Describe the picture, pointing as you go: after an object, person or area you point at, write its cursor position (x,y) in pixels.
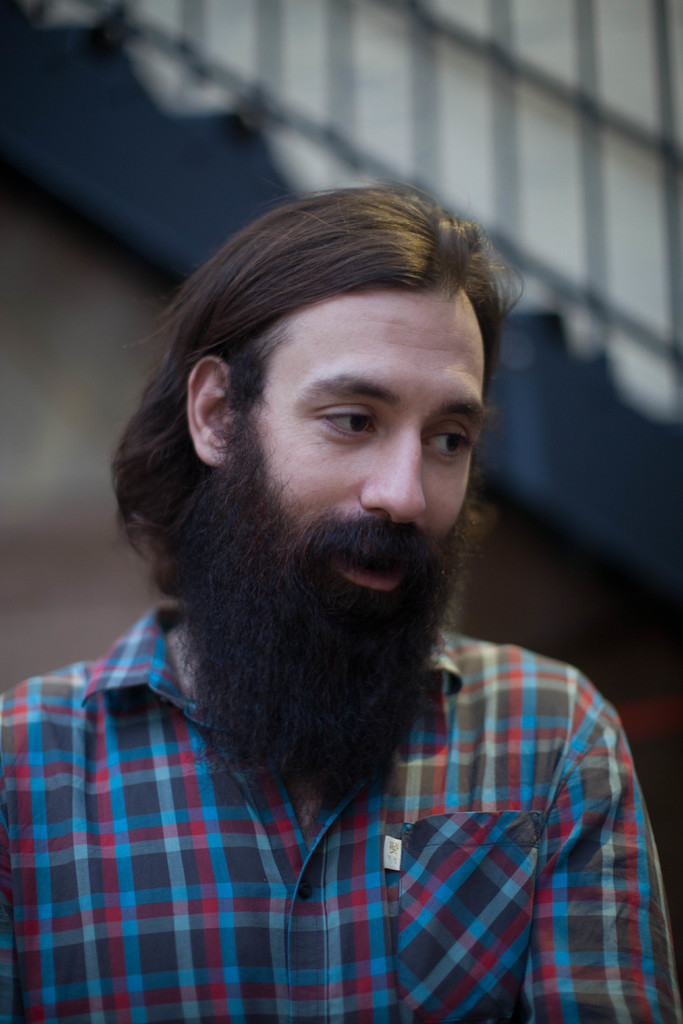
This image is taken outdoors. In the background (209,171) there are a few stairs (176,117) with railing (198,74). In the middle of the image (306,381) there is a man (377,865) and he is with beard (287,600) and mustache (364,555).
